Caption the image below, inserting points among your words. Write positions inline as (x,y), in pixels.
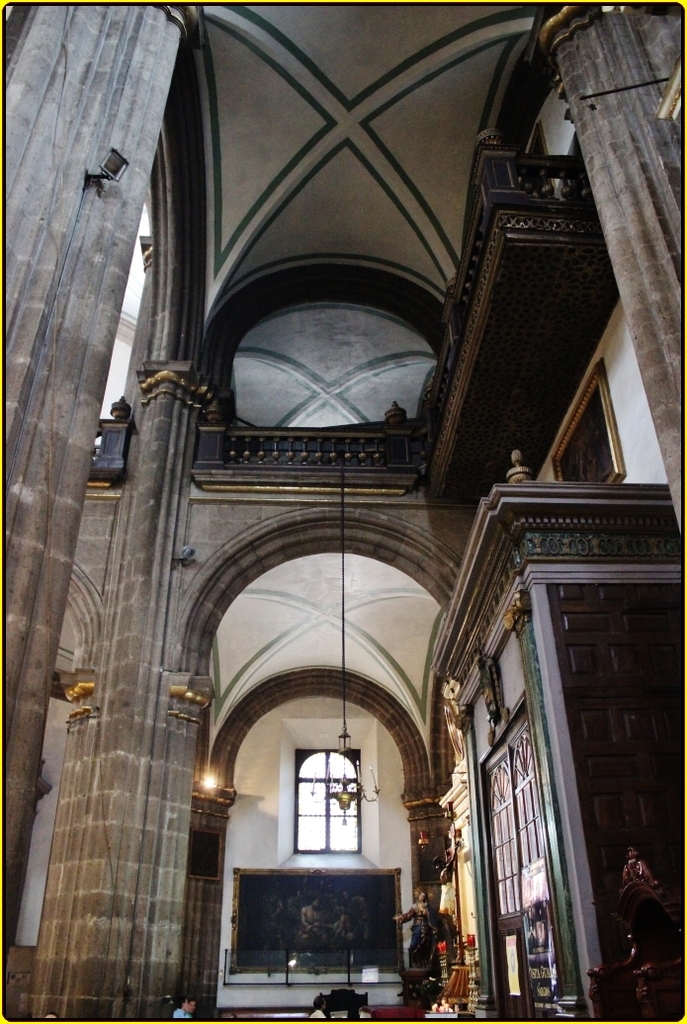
This is the picture inside of the building (367,551). At the right (508,586) there is a cupboard (513,554). At the back (318,898) there is a photo frame (318,909) on the wall (318,862) and there is a window (326,782) at the top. There are statuettes (444,895) at the bottom (430,927) and at the left (217,783) there is a light (217,783). At the bottom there are people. At the left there is a light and at the left (127,59) there is a pillar (64,195).
